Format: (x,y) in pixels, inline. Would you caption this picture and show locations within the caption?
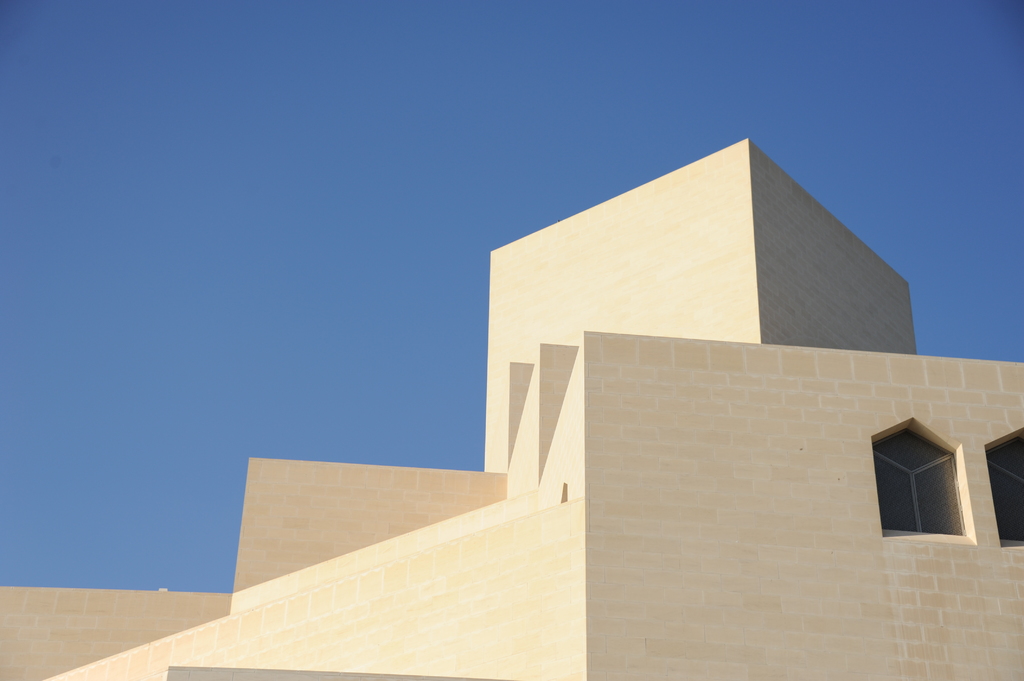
Here in this picture we can see a building (613,418) with windows (1023,484) on it present over there.
